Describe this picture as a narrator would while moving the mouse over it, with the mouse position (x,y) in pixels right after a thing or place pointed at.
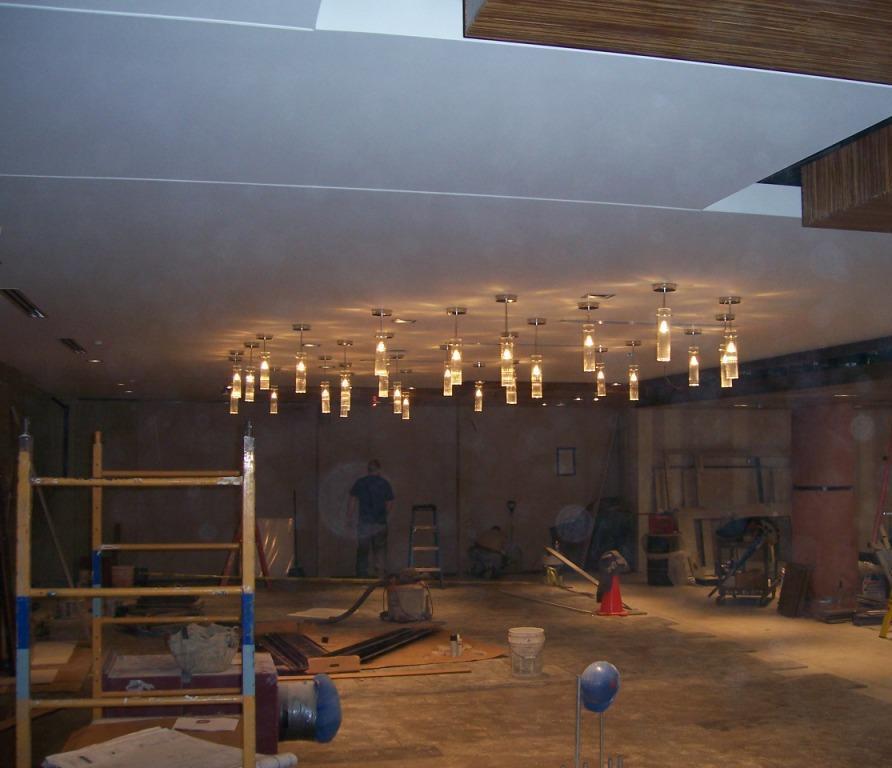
The picture is taken inside a room (546,605). In the room (306,635) there are tools (395,615), furniture (150,667) and few other things (405,581). In the background (371,521) a person (381,513) is standing. On the ceiling (526,370) there are lights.
